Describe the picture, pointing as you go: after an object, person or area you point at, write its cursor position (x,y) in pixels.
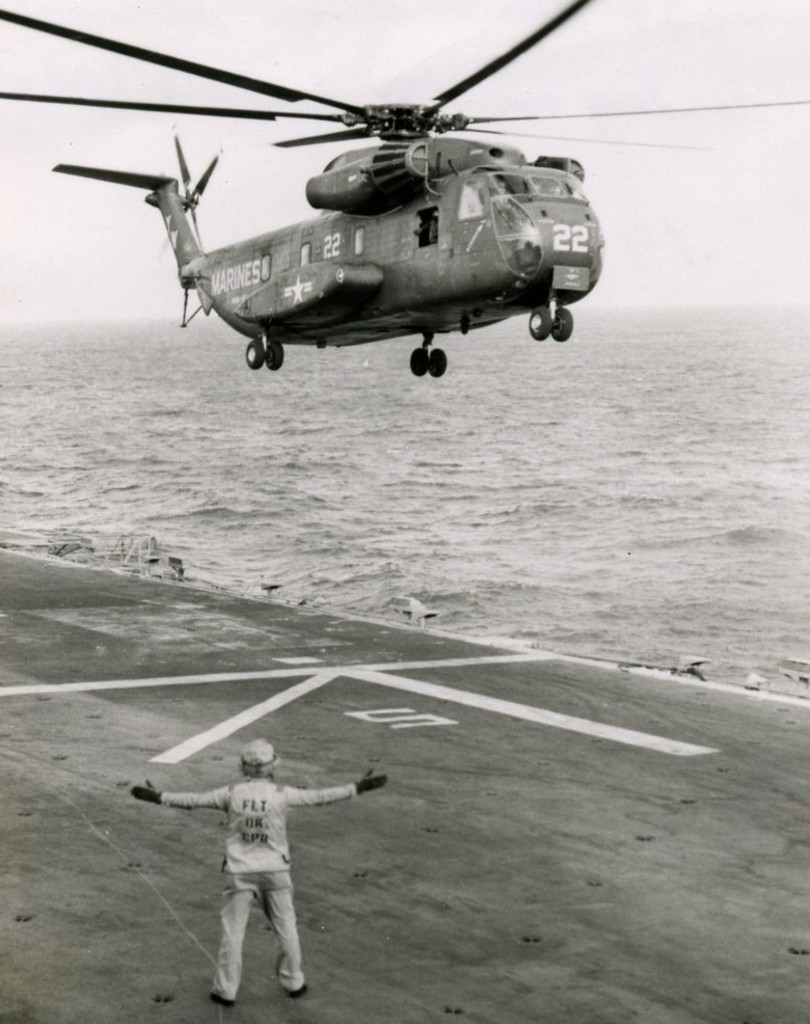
This is a black and white image. In the center of the image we can see a helicopter (347,230) is flying. In the background of the image (726,333) we can see the water (750,372). At the bottom of the image (219,816) we can see the deck (441,790) and a man (255,842) is standing and wearing a dress (255,854), cap (264,749), gloves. At the top of the image (628,47) we can see the sky (740,173).
